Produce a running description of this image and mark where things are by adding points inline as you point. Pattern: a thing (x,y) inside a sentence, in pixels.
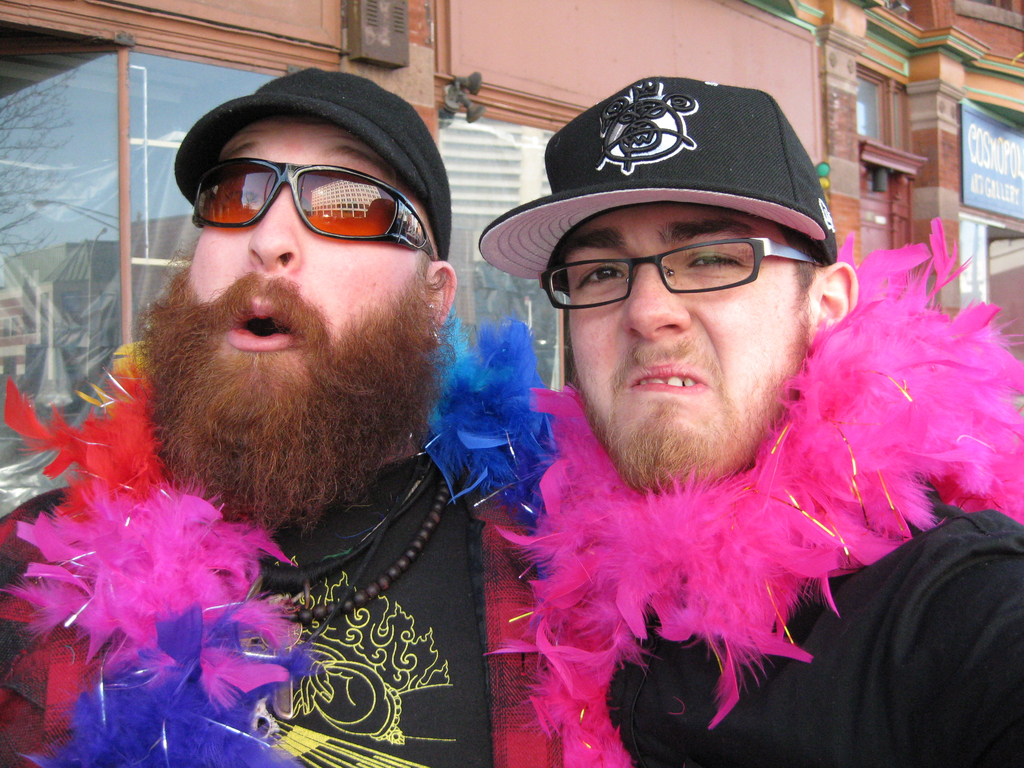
As we can see in the image in the front (292,369) there are two people (383,410) wearing black color caps (350,91) and black color t shirts (679,739). In the background (600,34) there are buildings (602,90).
